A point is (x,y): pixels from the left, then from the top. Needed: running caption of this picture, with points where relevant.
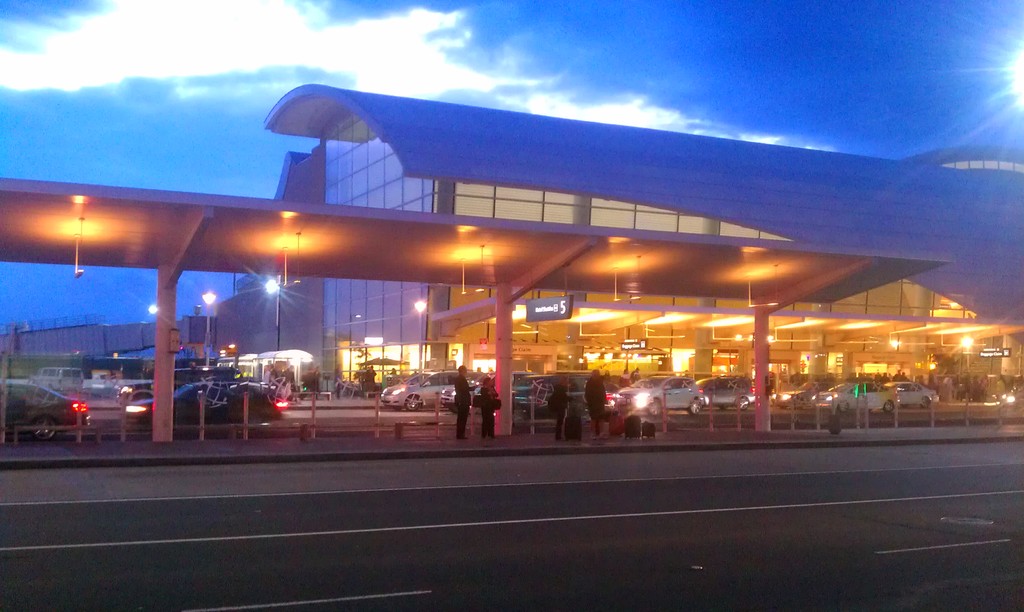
There is a road (547,566) in the foreground area of the image (21,560), there are people (567,382), vehicles (692,390), light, buildings (541,269) and the sky (250,118) in the background (64,147).
